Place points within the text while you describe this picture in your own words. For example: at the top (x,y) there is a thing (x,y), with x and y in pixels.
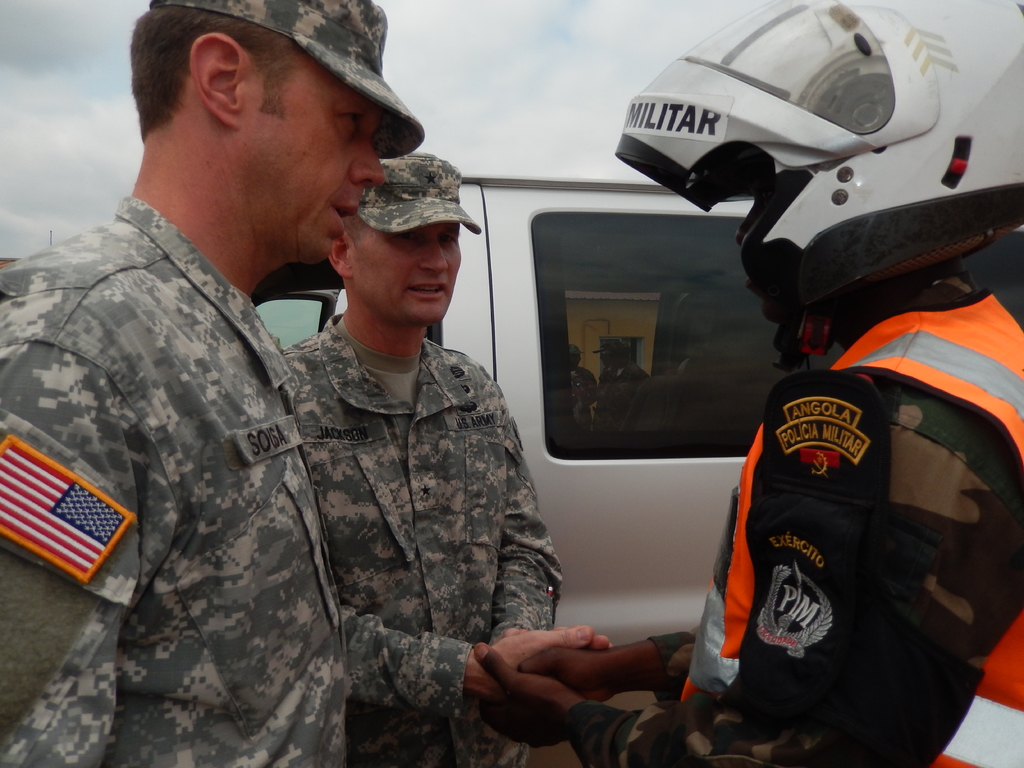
In this image two persons (327,506) are wearing uniforms (156,521) and cap (382,61). Right side (914,382) there is a person (863,518) wearing a jacket (941,442). He is holding a hand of a person (452,530). He is wearing helmet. Behind him there is a vehicle (671,388). From window (592,364) of vehicle (592,364) few persons (586,377) are visible. Top of image (577,57) there is sky (544,76).
